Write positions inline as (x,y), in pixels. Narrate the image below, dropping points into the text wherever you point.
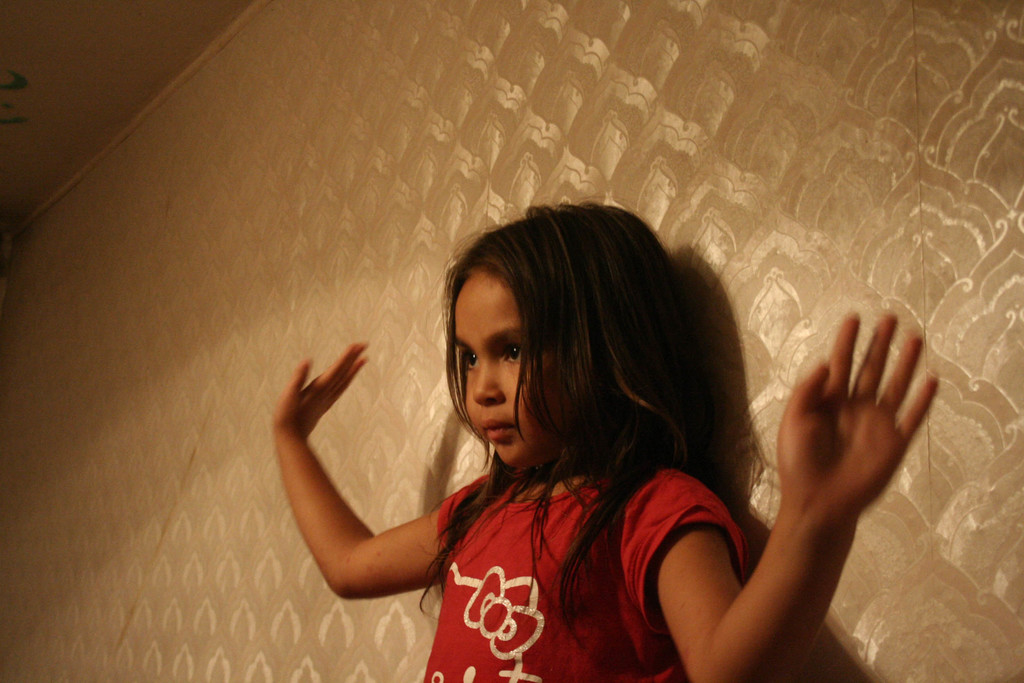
This image is taken indoors. In the background (432,384) there is a wall (176,510). In the middle of the image (533,309) there is a girl (529,532). At the top of the image (102,58) there is a ceiling (30,139).
